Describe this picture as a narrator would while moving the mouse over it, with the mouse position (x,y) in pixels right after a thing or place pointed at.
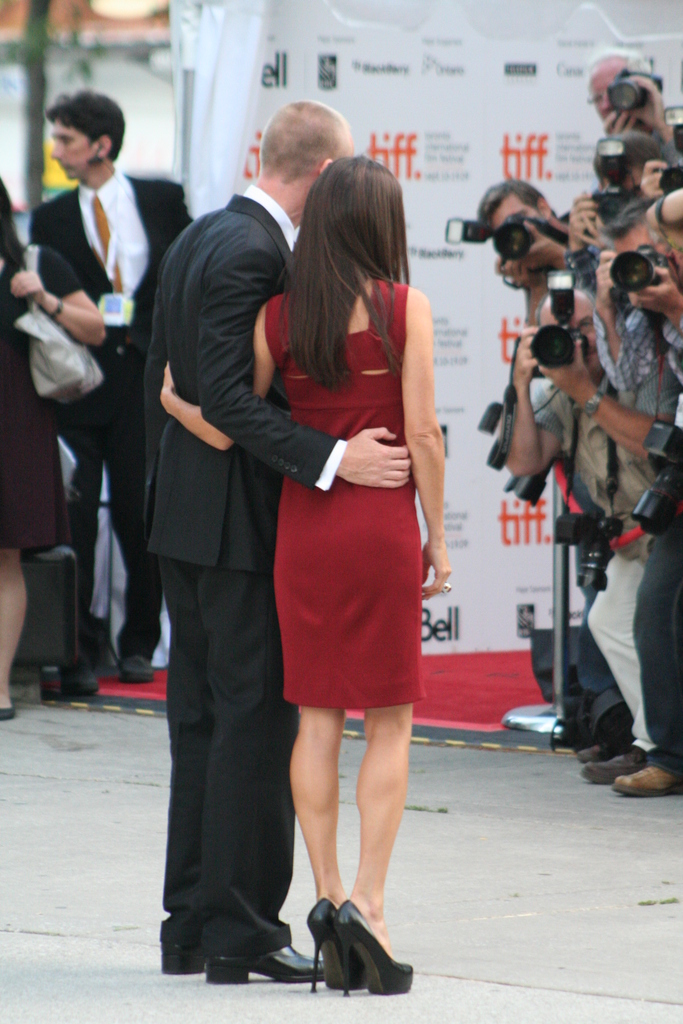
In this image we can see a man (237,403) and a woman (309,417) standing. On the right side (597,427) there are few people (548,308) holding cameras (519,256). In the back (416,142) there is a banner (382,122). On the left side (39,261) there are two persons (73,295). Near to the banner (521,598) there is a stand (531,729).
